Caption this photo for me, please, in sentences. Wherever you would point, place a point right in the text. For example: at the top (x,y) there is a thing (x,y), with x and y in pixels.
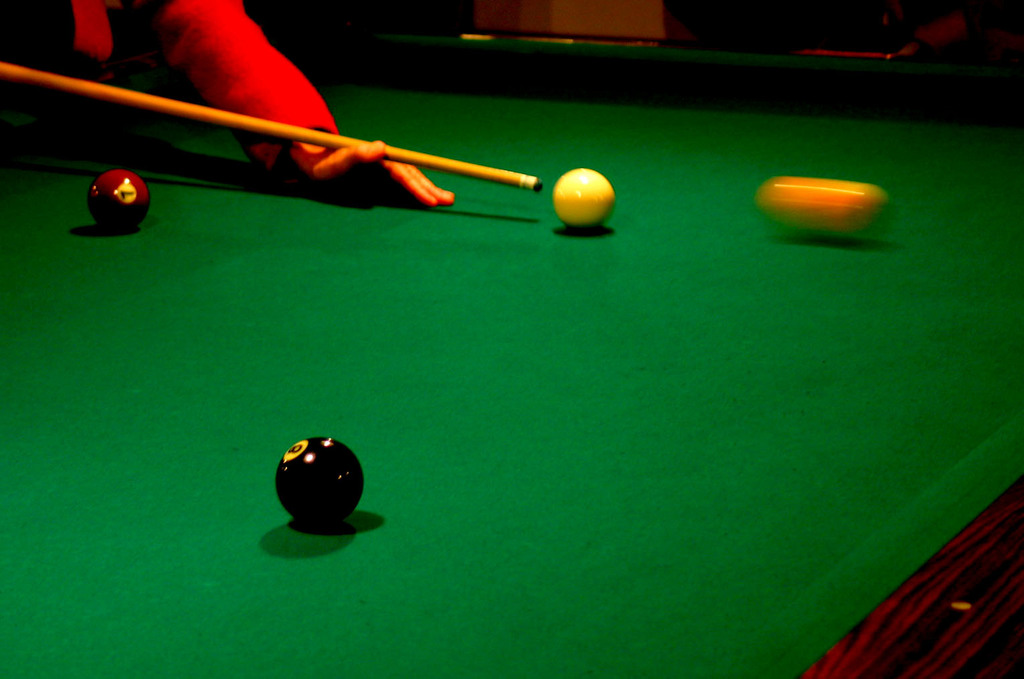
In this picture we can see a person hand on the table (853,278), here we can see balls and stick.
